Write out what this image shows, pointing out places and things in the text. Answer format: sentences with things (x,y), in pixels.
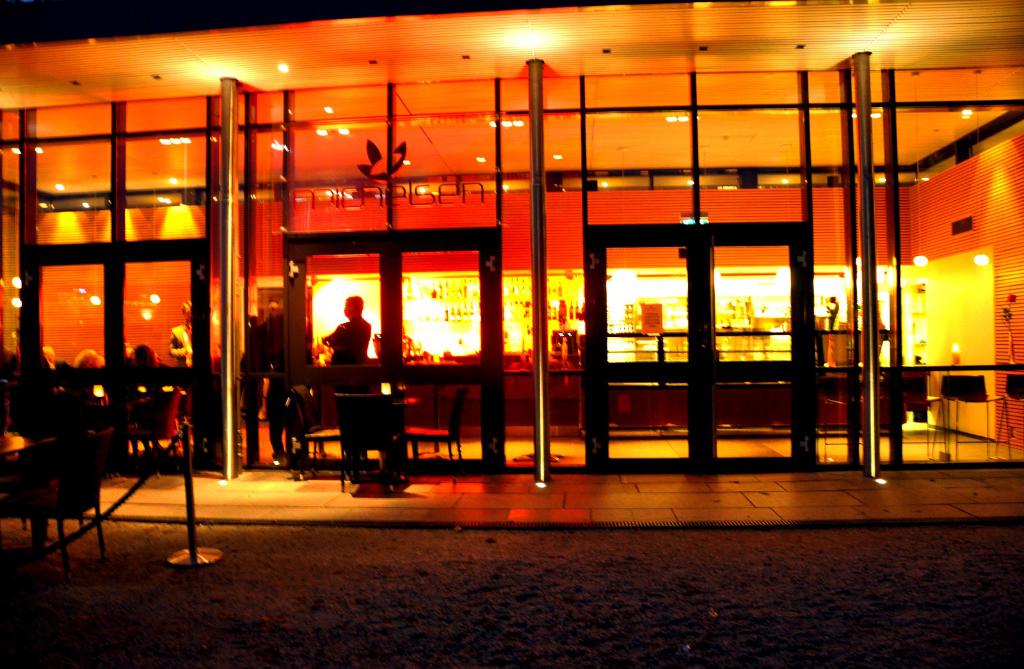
In this picture we can see sand (273,548), rope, poles (187,555), chair (86,508) and glass (442,260), through this glass (332,362) we can see people (263,356), chairs (134,407) and lights (157,299). In the background of the image (443,288) it is not clear and we can see objects (405,301).
